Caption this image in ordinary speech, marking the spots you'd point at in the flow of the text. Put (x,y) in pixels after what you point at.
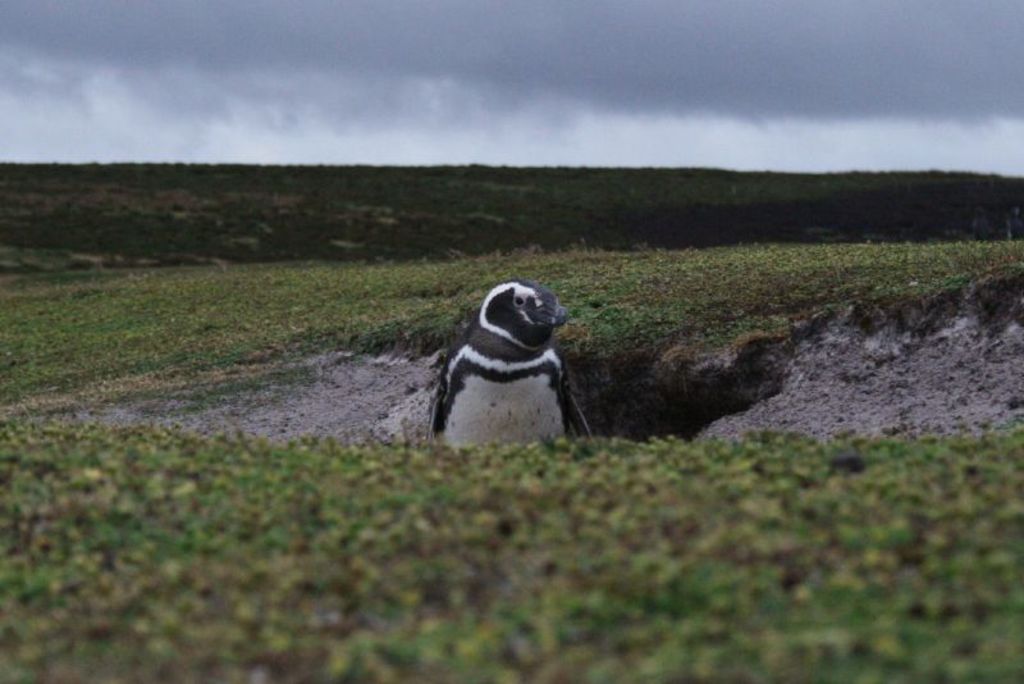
At the bottom of the picture (478,497), we see grass (528,602). In the middle of the picture (562,406), we see a penguin (466,356). There are hills (342,217) in the background (568,212). At the top of the picture (548,148), we see the sky (497,123).
